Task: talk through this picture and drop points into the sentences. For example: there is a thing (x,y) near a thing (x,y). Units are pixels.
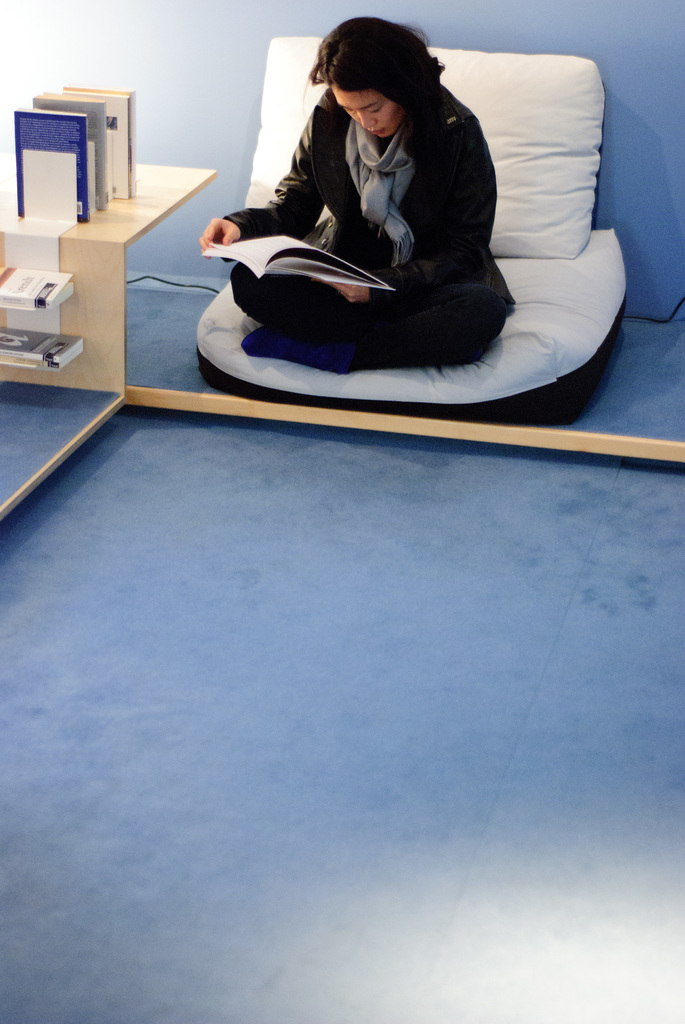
In this image we can see the inner view of a room (500,463) and there is a person (461,299) sitting and holding a book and to the side, we can see a table (42,318) with some books (124,122).
